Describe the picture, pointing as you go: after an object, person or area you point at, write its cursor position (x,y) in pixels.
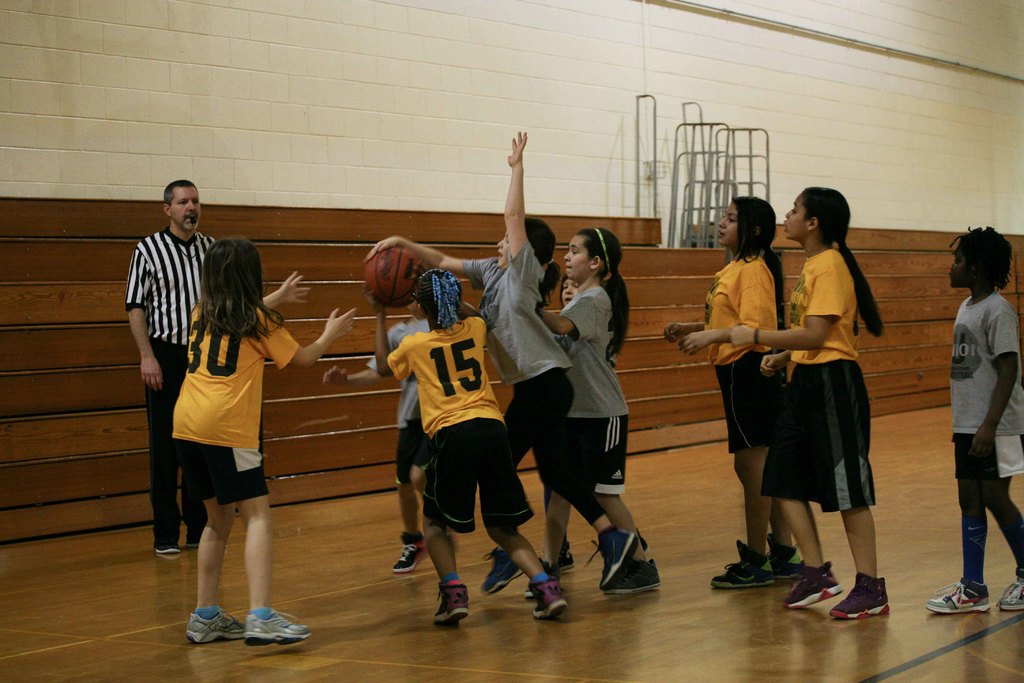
A girl (444,265) is trying to hit the ball (406,278), there are other girls (590,402) standing, this is a man (186,280), this is wall (393,181).
